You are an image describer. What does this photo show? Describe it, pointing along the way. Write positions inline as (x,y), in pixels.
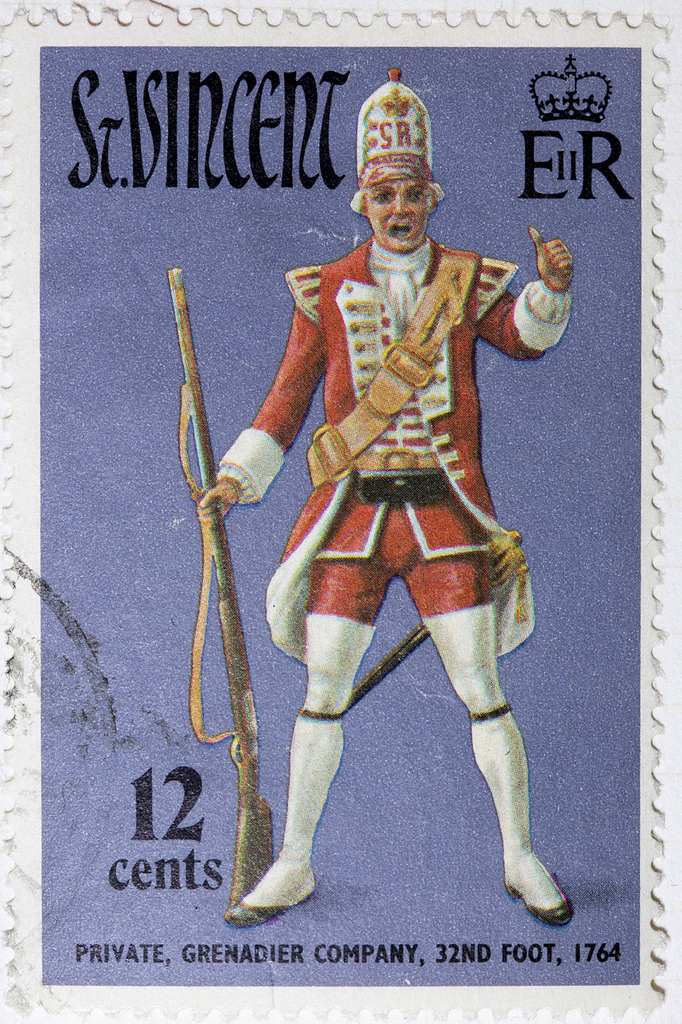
In this image we can see poster (313,608) of a person (326,345) who is wearing different costume (382,398) and holding a gun (214,485) in hands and we can see some text (251,160) which is written on it.
